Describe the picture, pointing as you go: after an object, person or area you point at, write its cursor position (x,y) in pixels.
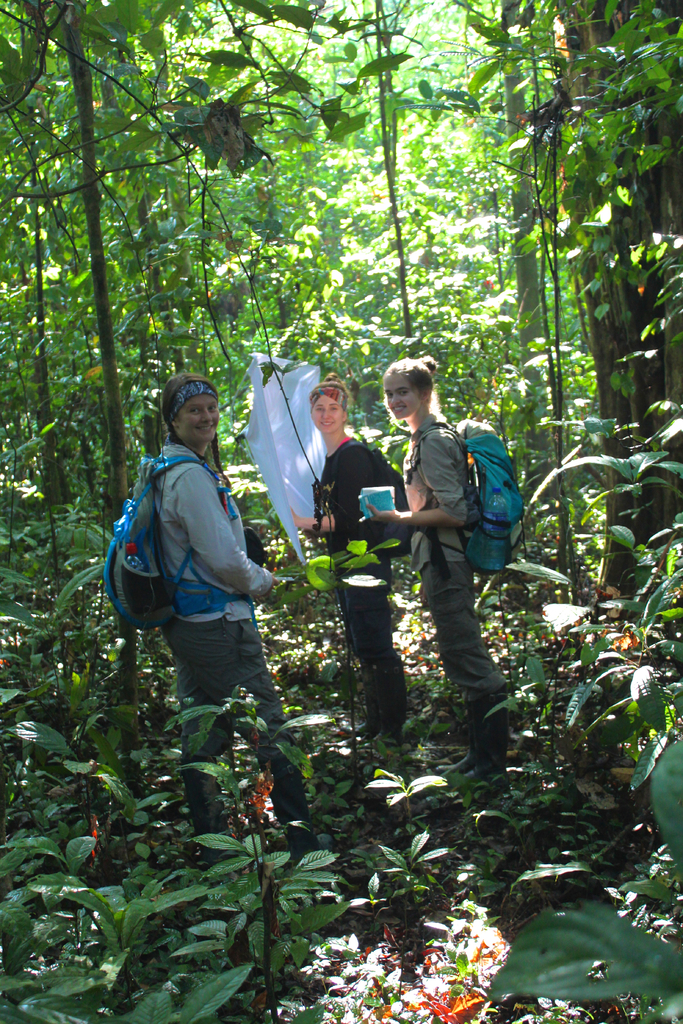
In the foreground of this image (492,773), there are three women (201,526) standing wearing backpacks (183,602) and holding few objects (257,539). Behind them, there is a white color cloth (285,455) and around them, there are trees (189,327) and plants (216,877).
